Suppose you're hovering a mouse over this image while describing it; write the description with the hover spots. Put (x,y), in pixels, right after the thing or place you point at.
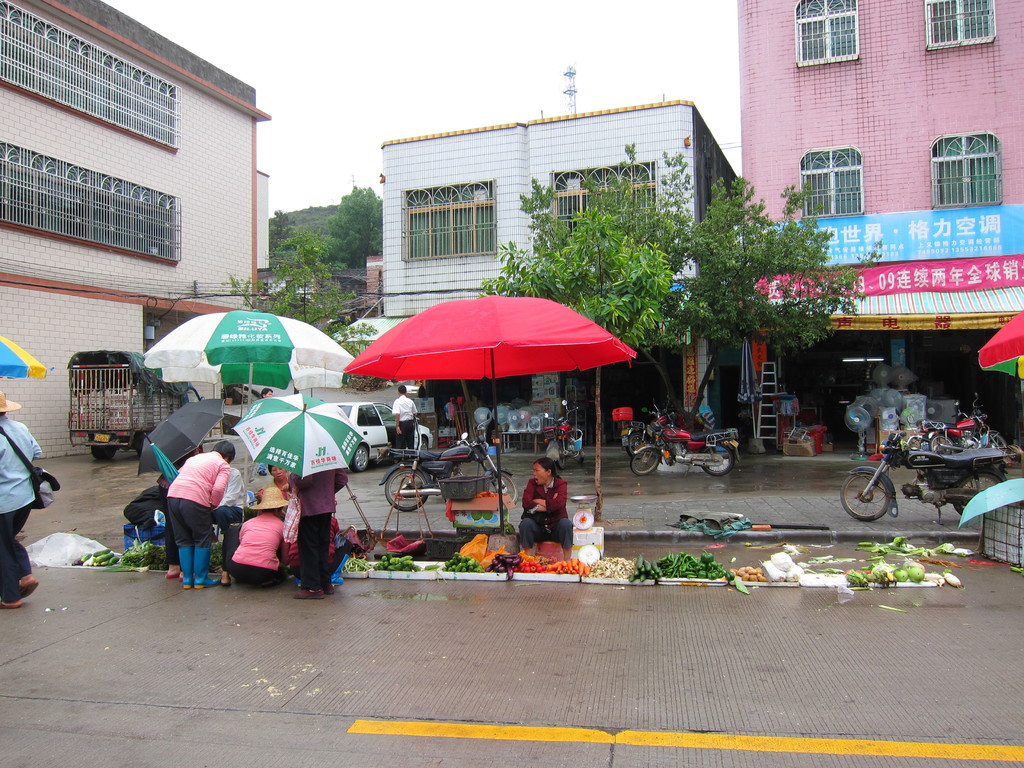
In this image we can see a group of persons (527,537) and vehicles (652,412). There are groups of vegetables (619,574) on a surface (886,590). Behind the persons (309,484) we can see a group of buildings (812,407). There are few stores (576,399) and there are groups of objects (523,407) in the stores (660,395). In the foreground (444,370) we can see few umbrellas (481,359). Behind the buildings (402,254) we can see trees (328,226) and a mountain (317,218). At the top (424,104) we can see the sky (304,16). On the right side (945,256), we can see few advertising boards (901,253) on a building (934,202).
